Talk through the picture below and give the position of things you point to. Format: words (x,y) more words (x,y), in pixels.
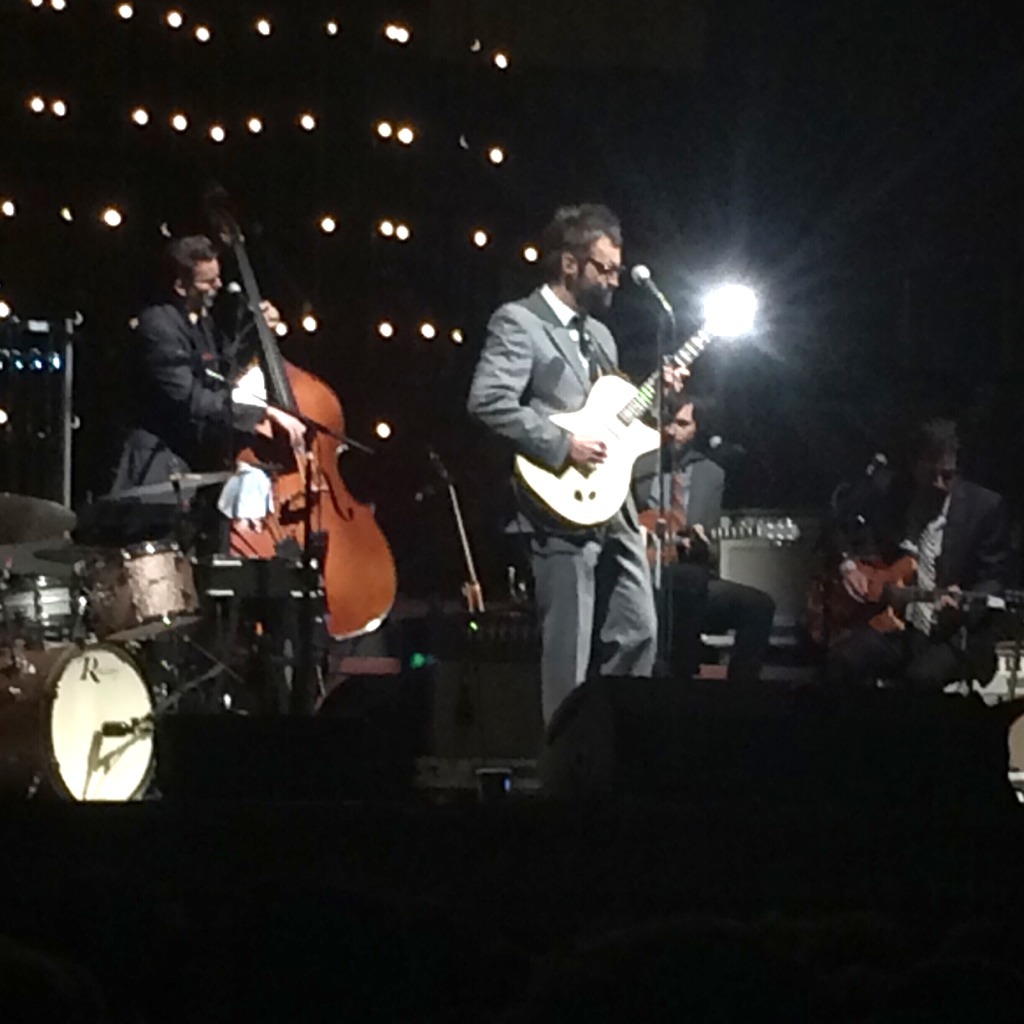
In this image, a group of people (707,529) sitting on the chair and playing instruments (688,542) and few of them are standing and playing a guitar (558,477) in front of the mike (662,475). In the background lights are visible. At the bottom (813,710) speakers (716,779) are visible on the stage (268,870). This image is taken inside a concert during night time.
